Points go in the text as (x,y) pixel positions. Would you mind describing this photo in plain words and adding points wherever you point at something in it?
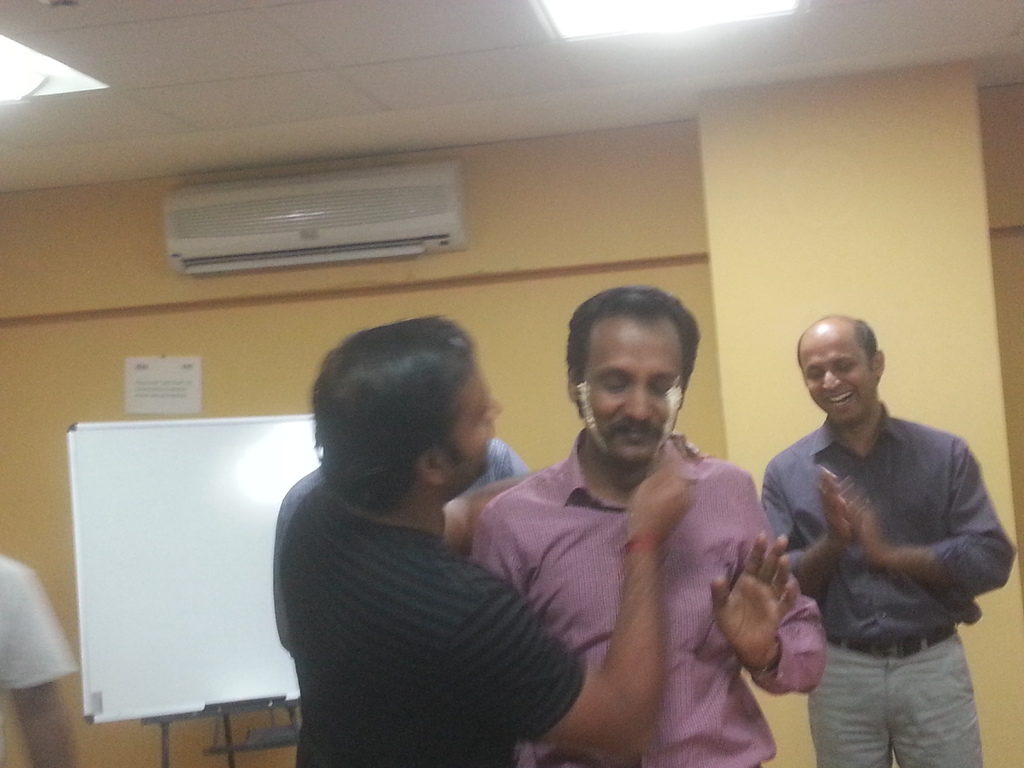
In the foreground of the image (662,480) there are people (799,594) standing. There is a white color board (237,575). In the background of the image (266,343) there is a wall (185,333). There is a paper (140,377) with some text (161,374). There is an AC (226,220). At the top of the image (251,60) there is a ceiling (485,49) with lights (606,19).
